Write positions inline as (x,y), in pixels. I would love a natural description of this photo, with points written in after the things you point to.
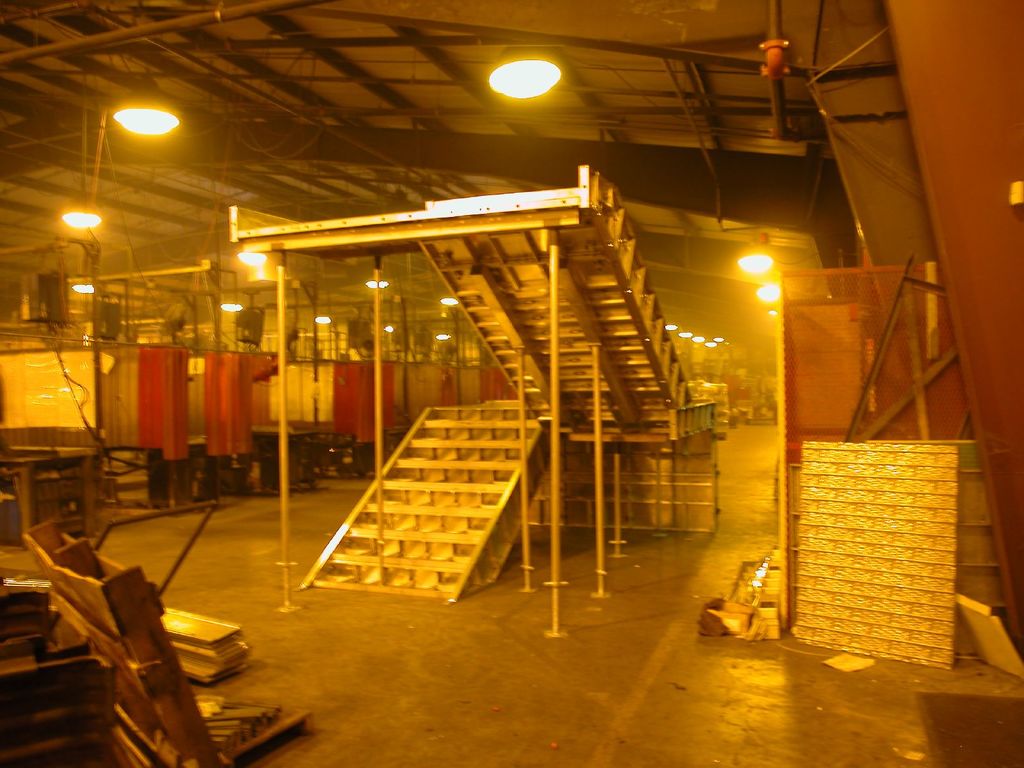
In this image there is a shed (305,49), in that shed (400,273) there are stairs (450,233), sheets (183,625) at the top (78,227) there are lights (148,131).
